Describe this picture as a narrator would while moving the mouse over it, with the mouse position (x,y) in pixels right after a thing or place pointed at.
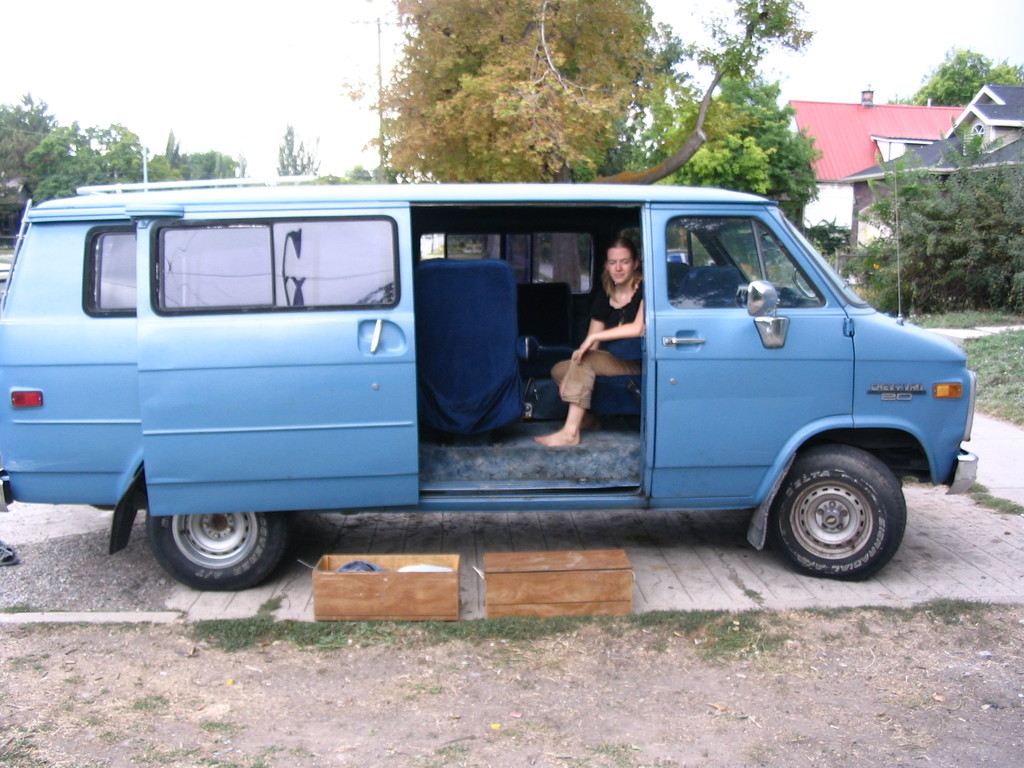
In this picture we can see a woman (594,331) is seated in the car (479,318), and also we can find two boxes (609,598) in front of her, in the background (438,142) we can see couple of trees (699,134) and buildings (900,120).
